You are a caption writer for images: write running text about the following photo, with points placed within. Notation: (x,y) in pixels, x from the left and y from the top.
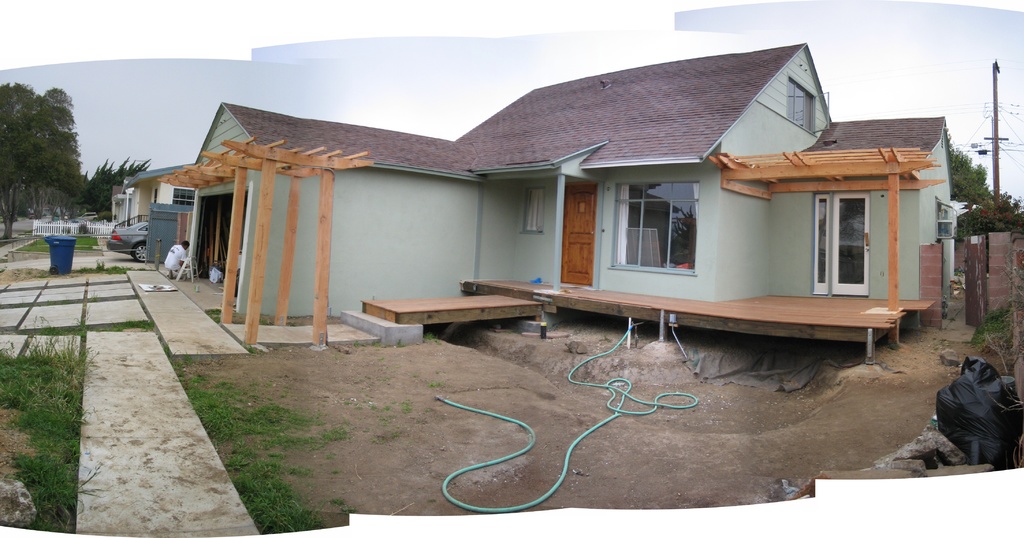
This is an outside view. In the middle of the image (357,194) I can see few houses (440,218). On the right (1001,227) and left side of the image (60,182) I can see the trees (48,180). In the bottom right (977,430) there is a bag (970,433) placed on the ground (615,403). On the left side (71,268) there is a car (127,241), dustbin (64,254) and also I can see the fencing (60,230). In front of this house (760,281) there is a hose (567,467) on the ground (365,433). At the top of the image (207,83) I can see the sky (115,71). On the right side (997,108) there is a pole (1005,140) along with the wires (975,145).
